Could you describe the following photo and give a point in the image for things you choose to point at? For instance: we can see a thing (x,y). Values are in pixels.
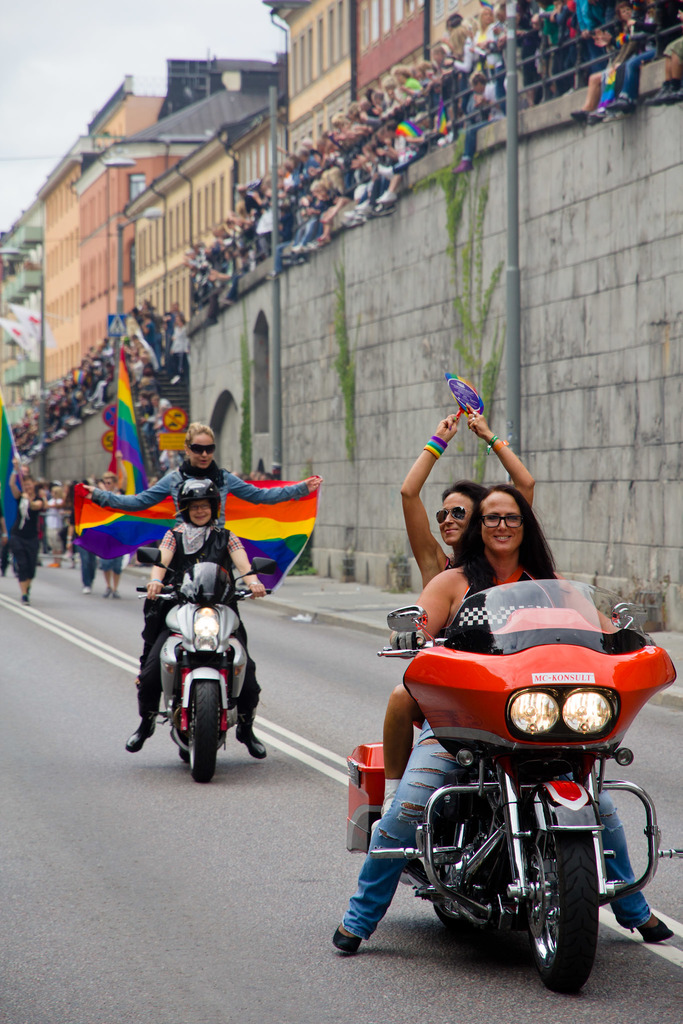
In this image i can see few persons (155,624) riding bike (476,737) on road (194,815) at the right side (628,45) i can see few other persons (311,177) standing and a building (311,66) at a top there is sky (146,44).
